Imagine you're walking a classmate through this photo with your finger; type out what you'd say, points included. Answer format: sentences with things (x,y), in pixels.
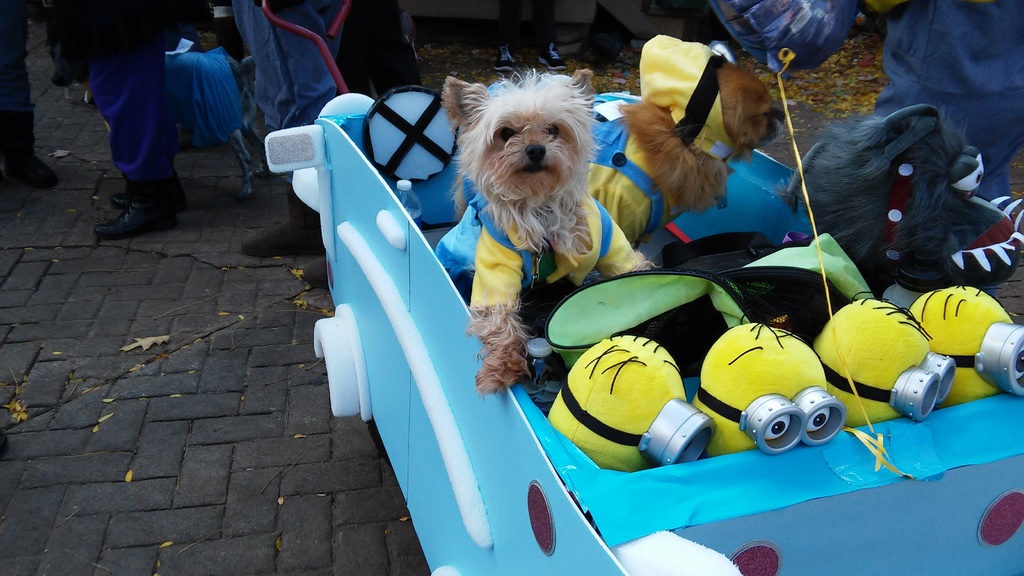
In this image I can see a dog (492,226) which is in brown and white color. In front (961,395) I can see few toys (944,375) in yellow color, background (227,22) I can see few other persons (125,75) standing.
